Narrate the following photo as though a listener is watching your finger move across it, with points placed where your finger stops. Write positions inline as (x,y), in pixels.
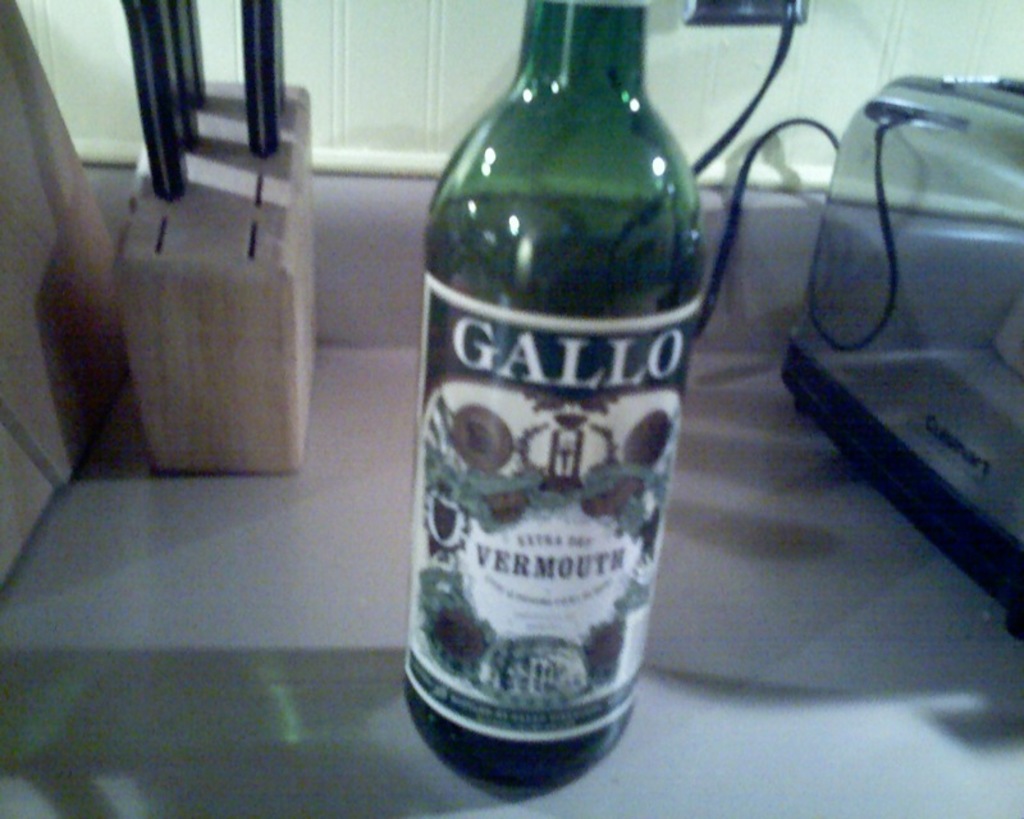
This bottle (593,184) is highlighted in this picture. On this bottle (546,517) there is a sticker (504,466). Beside this bottle (515,434) there is a knife holder (246,279) and toast maker (916,320).
